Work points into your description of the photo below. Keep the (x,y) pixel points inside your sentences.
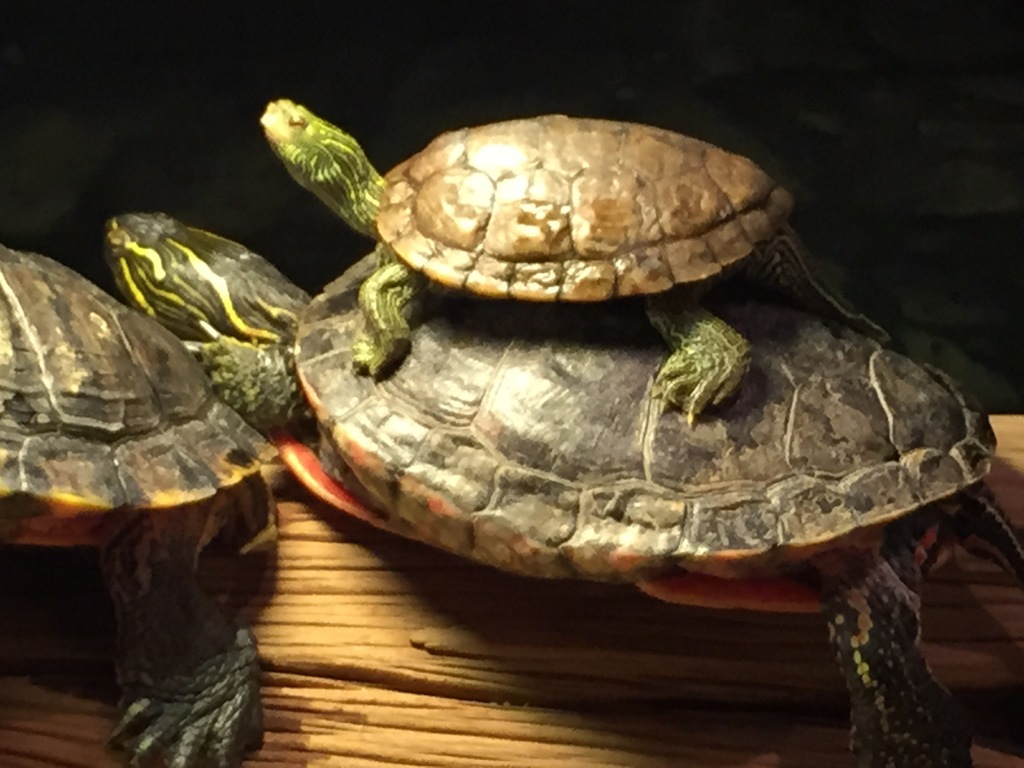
In this image there are tortoise (226,622) on a wooden surface (506,655), the background of the image (144,94) is dark.
